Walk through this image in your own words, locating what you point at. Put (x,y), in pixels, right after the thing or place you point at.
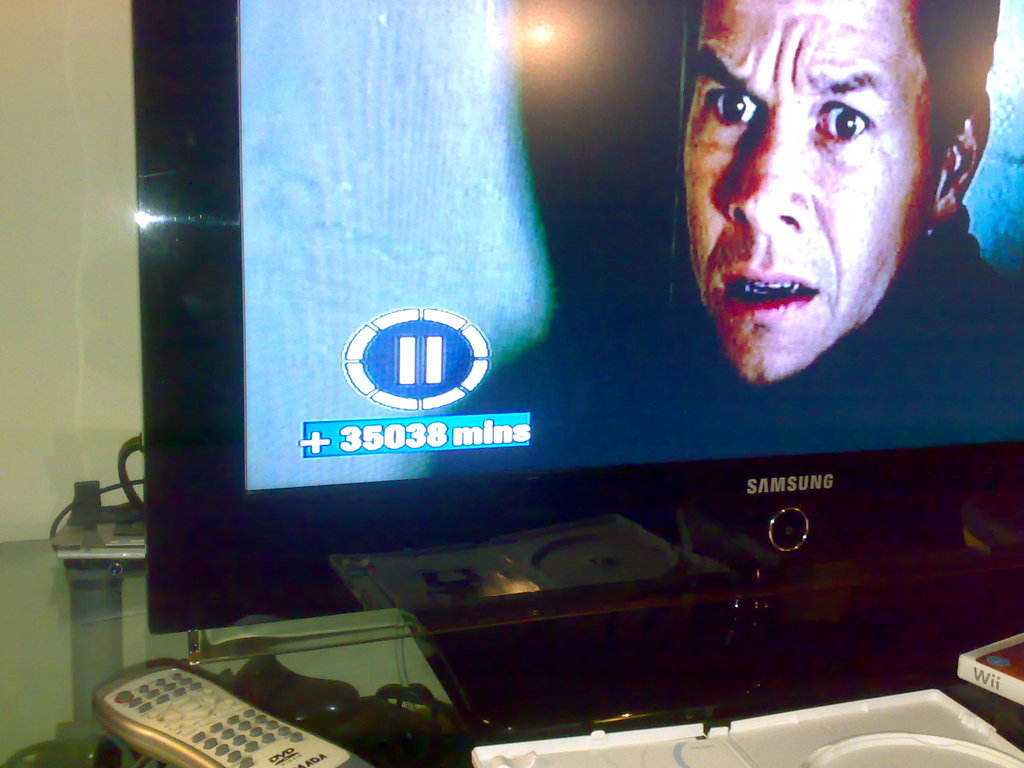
In this image we can see television (560,344), remote (161,683), plug box (117,557) placed on the table (383,648). In the background (84,257) there is wall (21,235).
